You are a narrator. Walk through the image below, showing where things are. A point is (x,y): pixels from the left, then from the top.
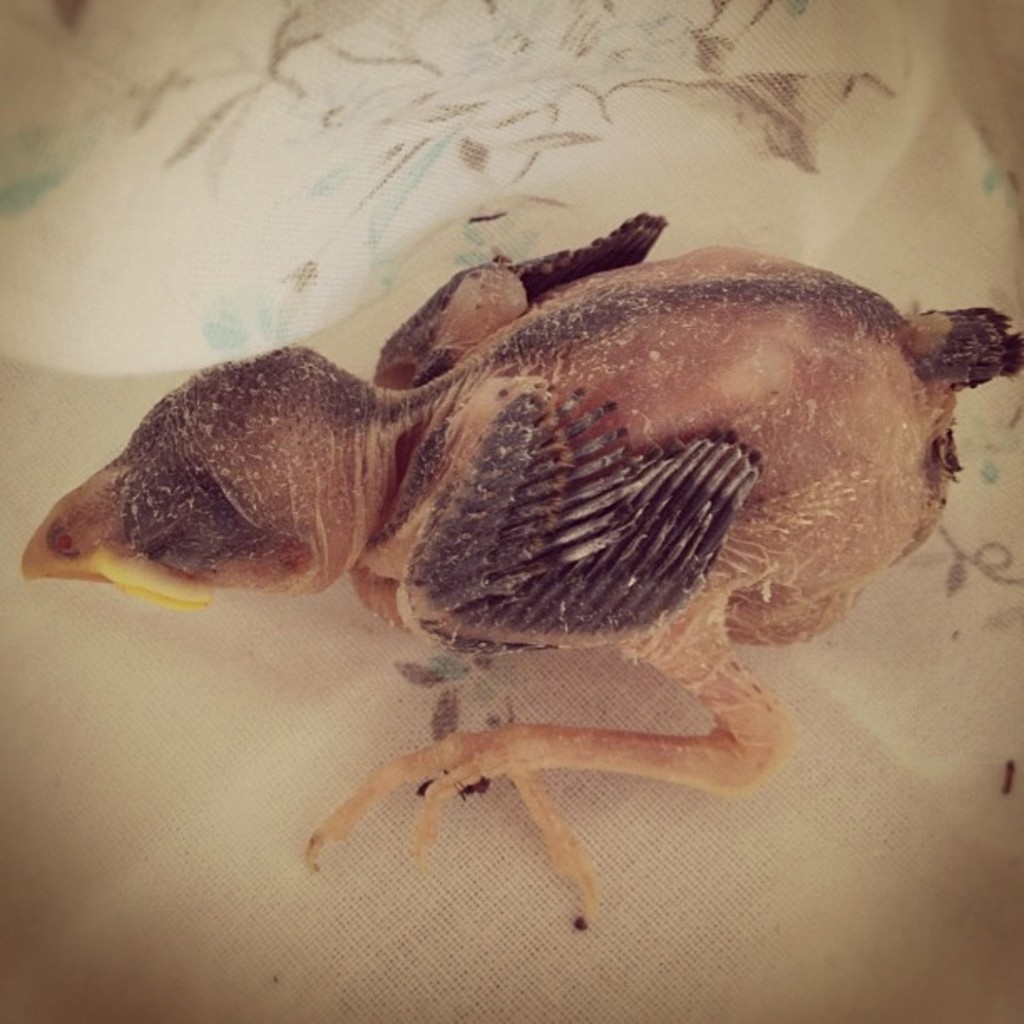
In this image we can see one bird (891,464) on the cloth (942,535).
